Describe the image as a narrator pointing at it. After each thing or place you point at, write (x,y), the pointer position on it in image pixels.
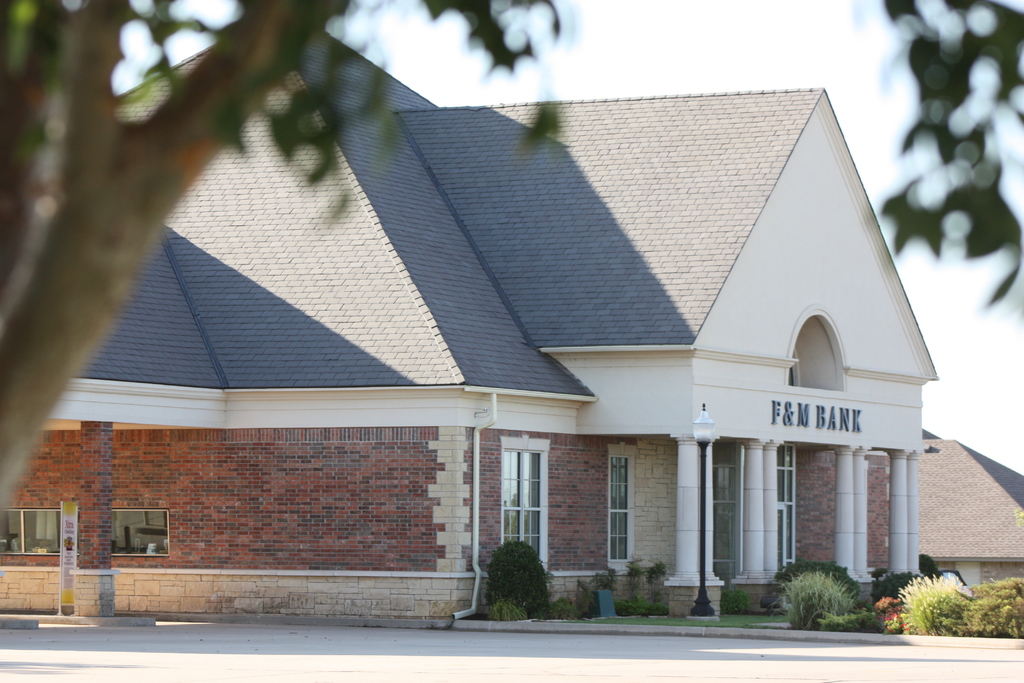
In this picture we can see the beautiful house (559,378) with roof tile (152,369) on the top (695,227). In the front (529,552) there are some plants (827,609). On the left corner (81,212) we can see the tree trunk (55,345).
